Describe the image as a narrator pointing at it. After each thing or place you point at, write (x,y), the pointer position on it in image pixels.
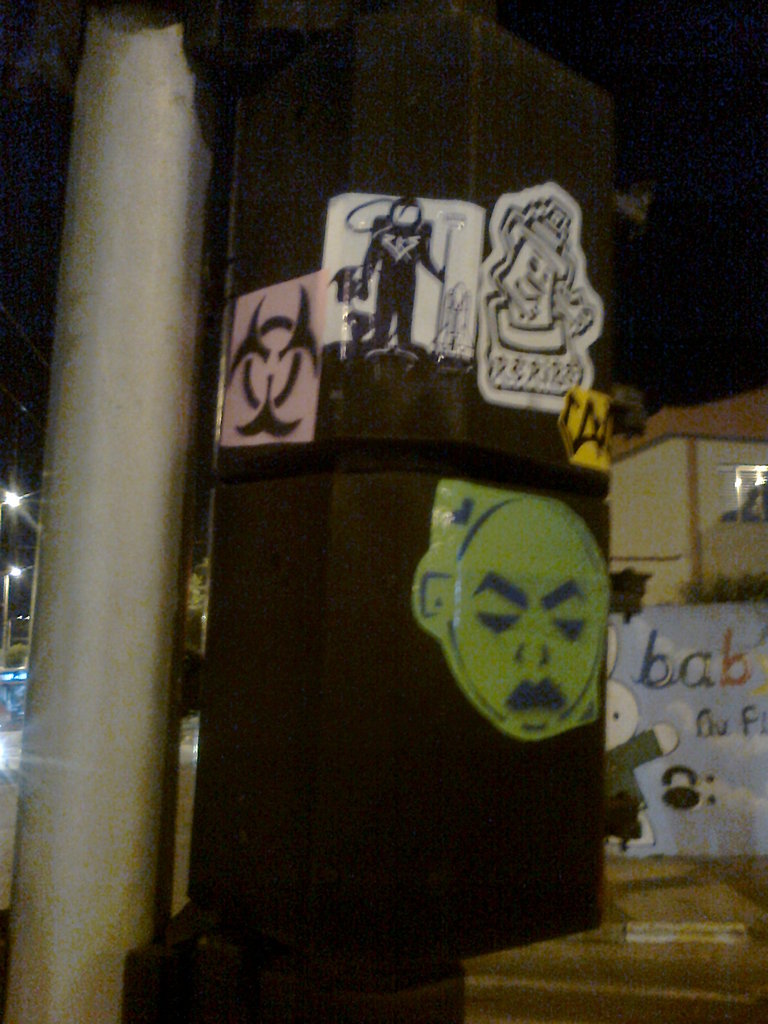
In this image, we can see a board (374,475) with some pictures (457,348) on it and there is a pole (52,615). In the background (666,617), there are buildings (658,521), trees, lights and we can see some paintings (673,771) on the wall (673,784). At the bottom (635,964), there is a road (610,975).
